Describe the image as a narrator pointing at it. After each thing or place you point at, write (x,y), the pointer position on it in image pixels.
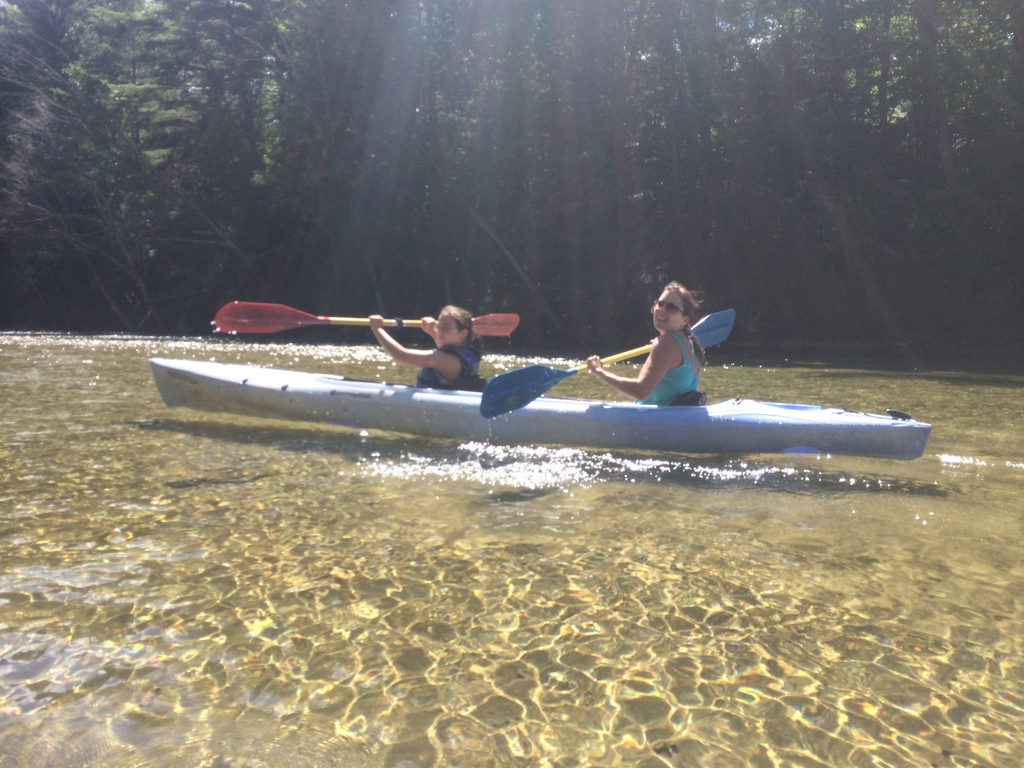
In the center of the image (380,331), we can see people (600,365) sitting on the boat (624,410) and are holding kayak paddles (512,373). In the background (213,161), there are trees (644,128) and at the bottom (507,529), there is water (507,529).
